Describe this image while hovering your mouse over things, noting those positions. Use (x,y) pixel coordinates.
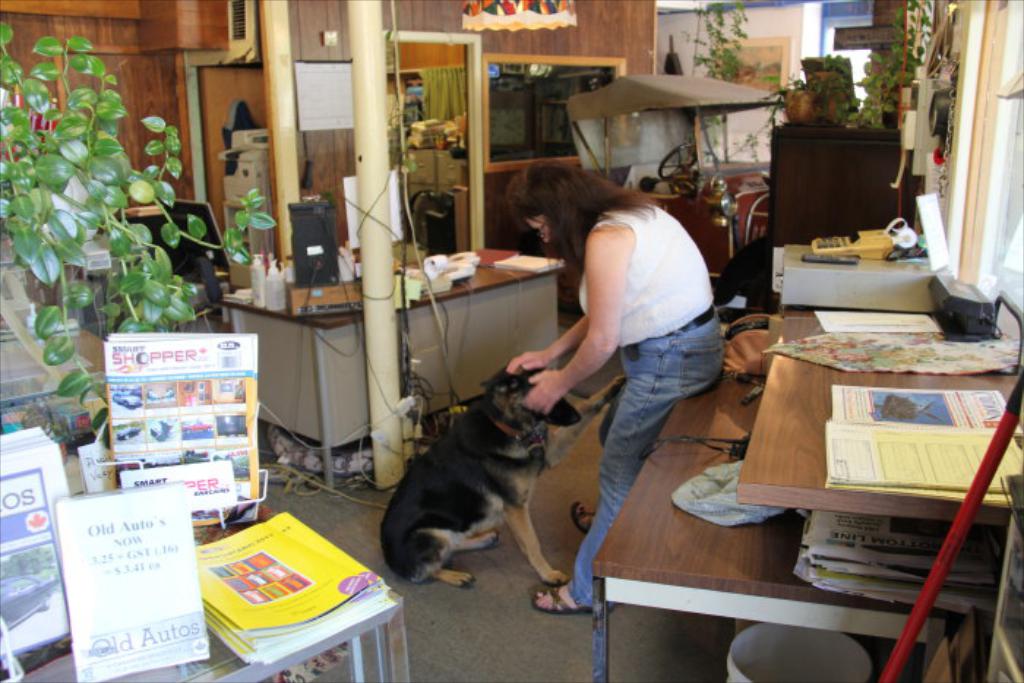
Here we can see a woman (536,596) who is standing on the floor (455,636). This is dog (515,501). These are the tables (334,379). On the table (180,669) there are papers (174,528), books (190,440), and bottles (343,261). This is pole (374,45) and there is a plant (43,236). Here we can see a vehicle (748,178) and this is door (479,92).
